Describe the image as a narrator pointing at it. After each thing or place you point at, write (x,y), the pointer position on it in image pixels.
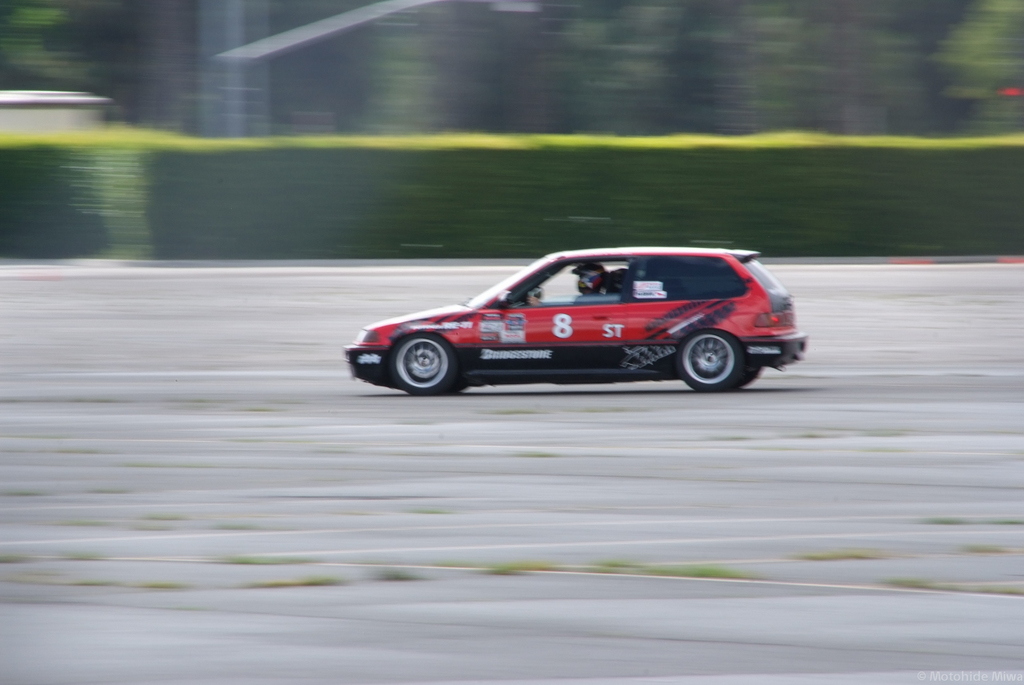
In this image we can see a person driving a vehicle (495,303) on the road (343,451), there are some plants (377,177) and the background (429,92) is blurred.
